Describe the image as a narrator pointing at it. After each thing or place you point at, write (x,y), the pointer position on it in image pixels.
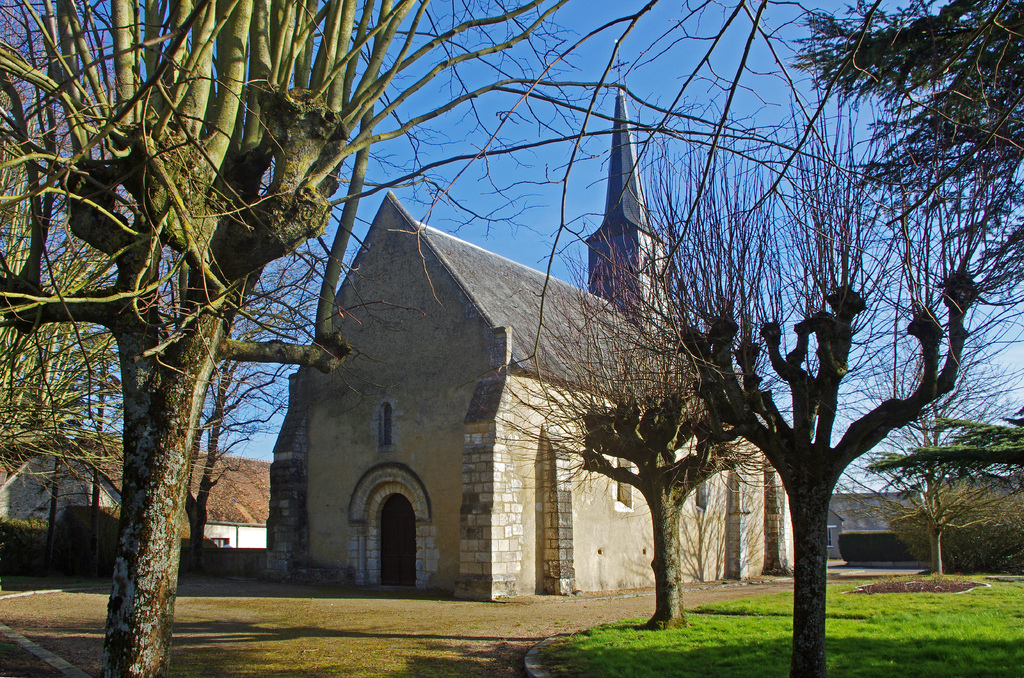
In front of the picture, we see the trees (646,416). At the bottom (675,656), we see the grass (675,656). In the middle of the picture (409,299), we see a church (536,289) which is made up of the stones (542,467). On the left side (14,534), we see the shrubs (14,570) and a building (217,519) in white color with a brown roof (225,493). We see a building (867,498) in the background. At the top (623,10), we see the sky (611,13), which is blue in color.
